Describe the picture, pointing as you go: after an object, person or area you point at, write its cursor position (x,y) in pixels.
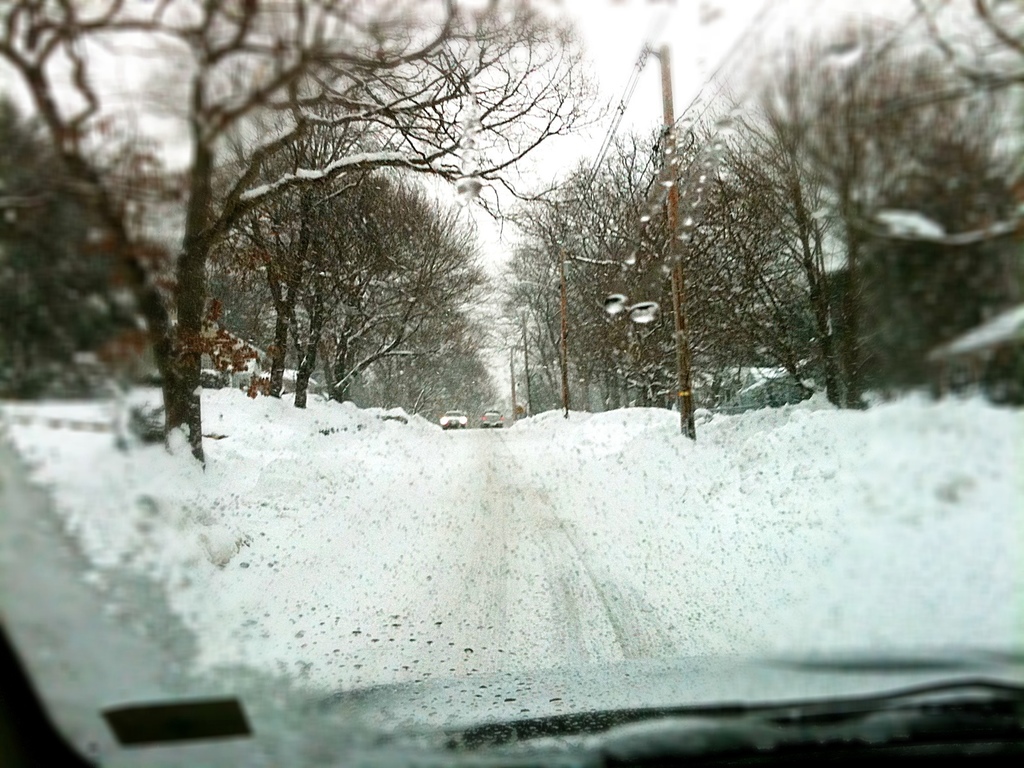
This is the front glass (454,391) of a vehicle (571,751). Through the glass (394,529) we can see snow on the ground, bare trees (312,209), vehicles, poles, wires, buildings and sky (125,44).
